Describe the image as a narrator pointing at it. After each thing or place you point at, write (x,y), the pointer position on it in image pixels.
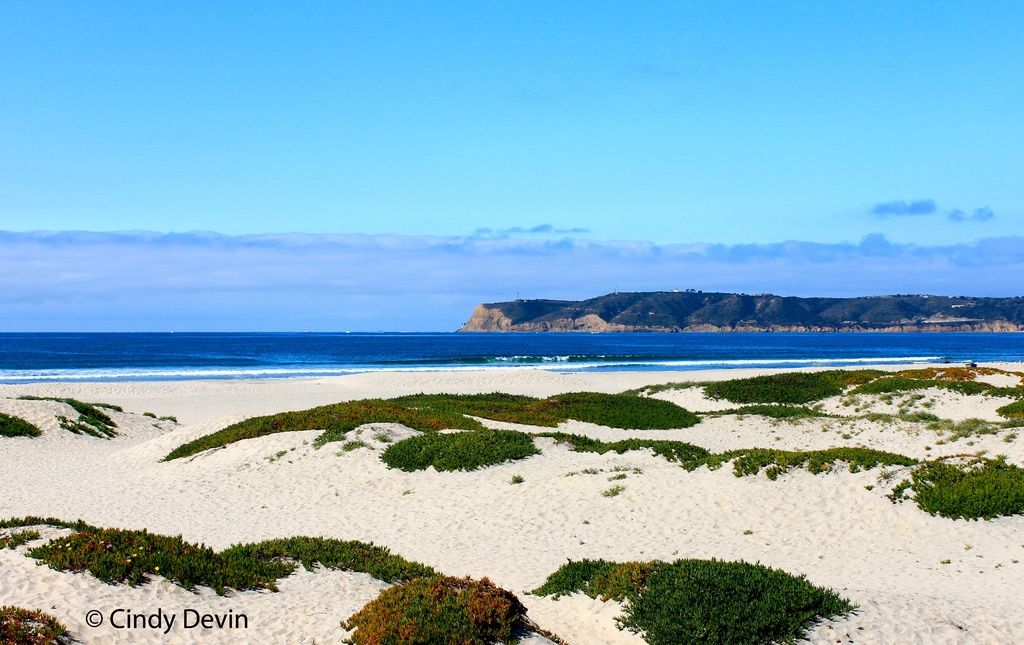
In this image there is sand (856,585), plants (371,413), in the background (97,369) there is sea (500,355) mountain (558,318) and the sky (971,249), in the bottom left (229,618) there is text (174,619).
